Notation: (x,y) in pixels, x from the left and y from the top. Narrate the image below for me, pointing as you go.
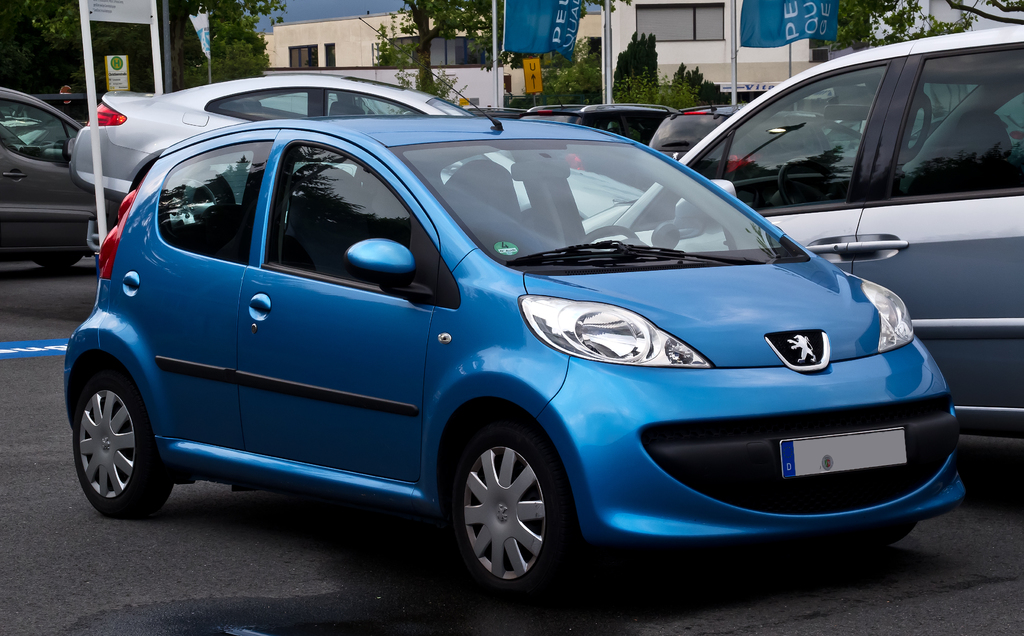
In the image there is a blue car (313,379) on the road (67,630), behind it there are few cars (679,122) and over the background (75,67) there are buildings (712,57) with trees (646,86) with flag (527,45) in front of it.
